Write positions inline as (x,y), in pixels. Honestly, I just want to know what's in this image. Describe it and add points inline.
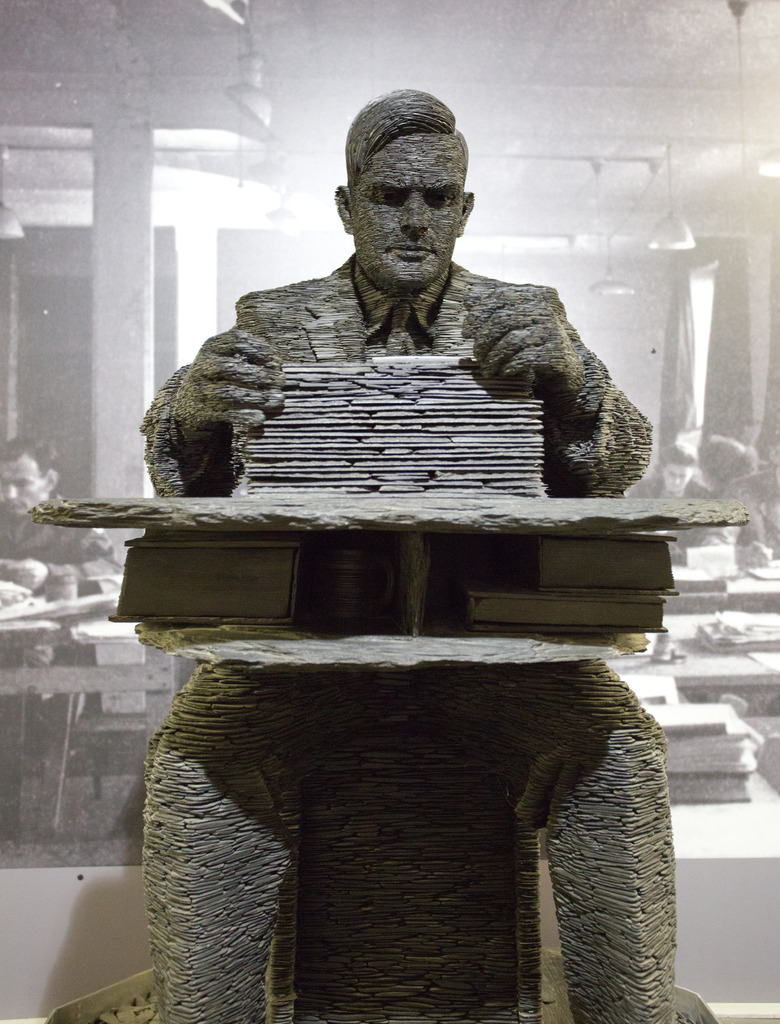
In the foreground of this image (371,966), there is a statue (327,295) sitting near a table (417,563) on which books (585,581) are placed. In the background (447,71), it seems like a black and white screen (20,601), where a man (48,569) sitting near a table (71,638) is on the left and few (692,470) are sitting near tables (728,557) are on the right (741,537). In the background (680,240), there are lamps (665,242) to the ceiling (478,38), few pillars (147,214) and a wall (252,238).
